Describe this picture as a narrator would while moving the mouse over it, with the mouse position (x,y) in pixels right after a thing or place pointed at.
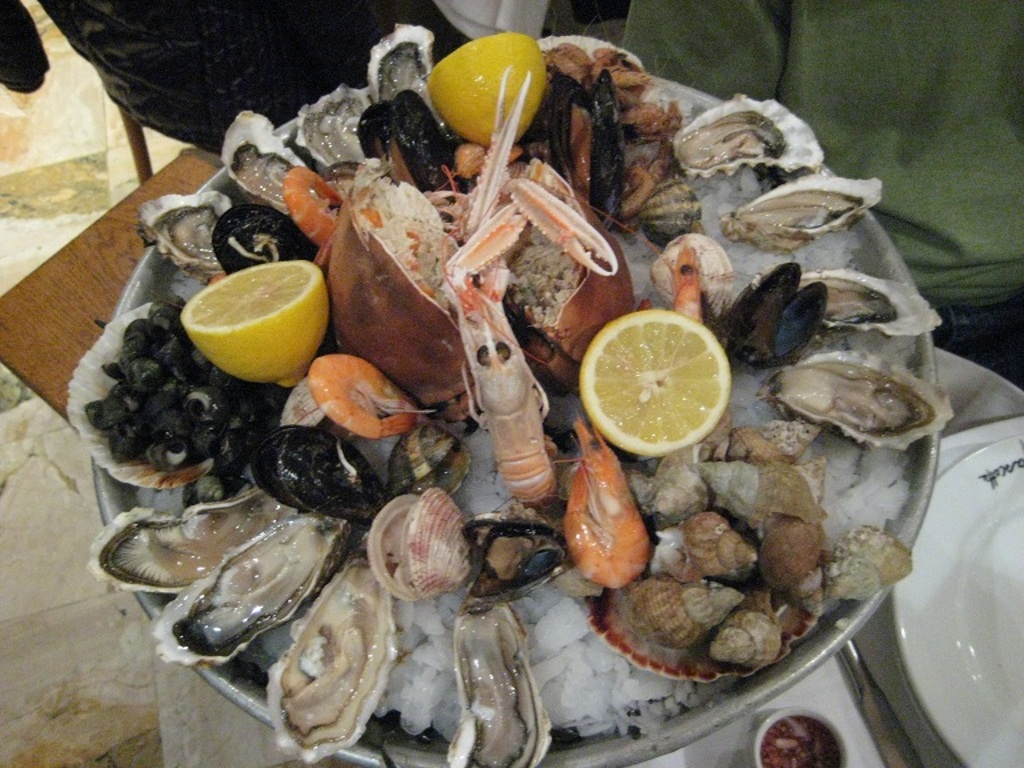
In this image we can see some seafood (524,515) and lemons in a bowl (254,653).
